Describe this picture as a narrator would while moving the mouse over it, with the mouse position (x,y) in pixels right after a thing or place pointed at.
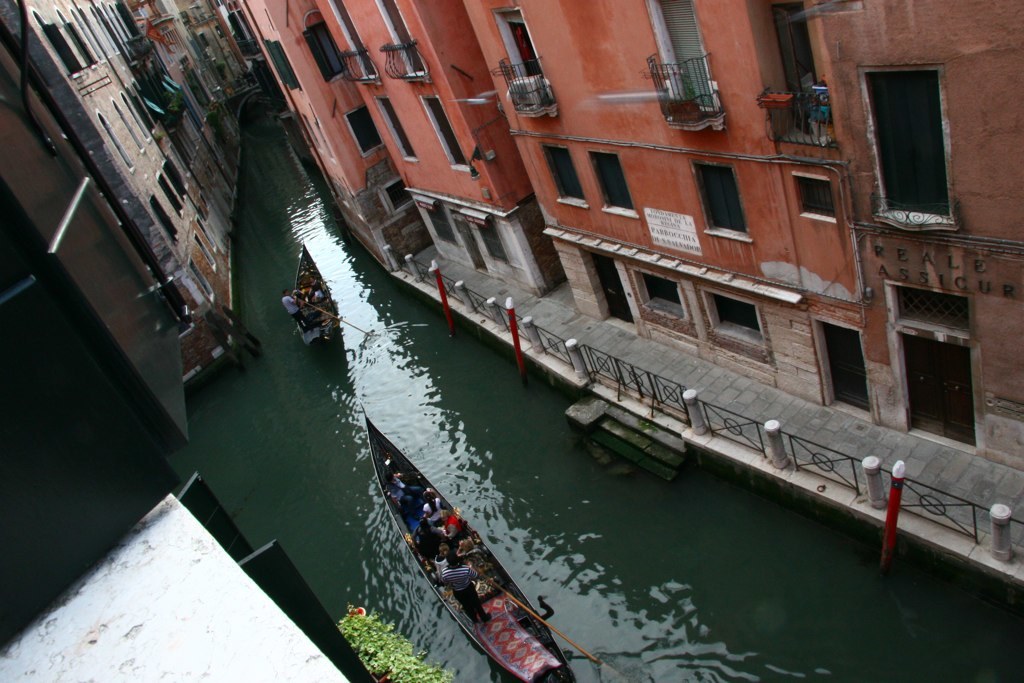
This picture is clicked outside. In the foreground (536,610) we can see the water body (265,317) and the plants (377,658). In the left corner (331,641) we can see a building like object (215,572) and we can see the boats (543,673) in the water body (328,359) containing the group of people (413,486) and we can see the two people (466,582) standing on the boats (552,647) and seems to be rowing the boats (549,630). In the background (514,209) we can see the buildings (148,93) and we can see the railings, windows (560,177) and the doors (624,303) of the buildings (971,328) and we can see the metal rods (443,318), stairs (611,431), text (679,221) on the wall (659,175) of the building (668,196) and we can see some other objects (478,107).
